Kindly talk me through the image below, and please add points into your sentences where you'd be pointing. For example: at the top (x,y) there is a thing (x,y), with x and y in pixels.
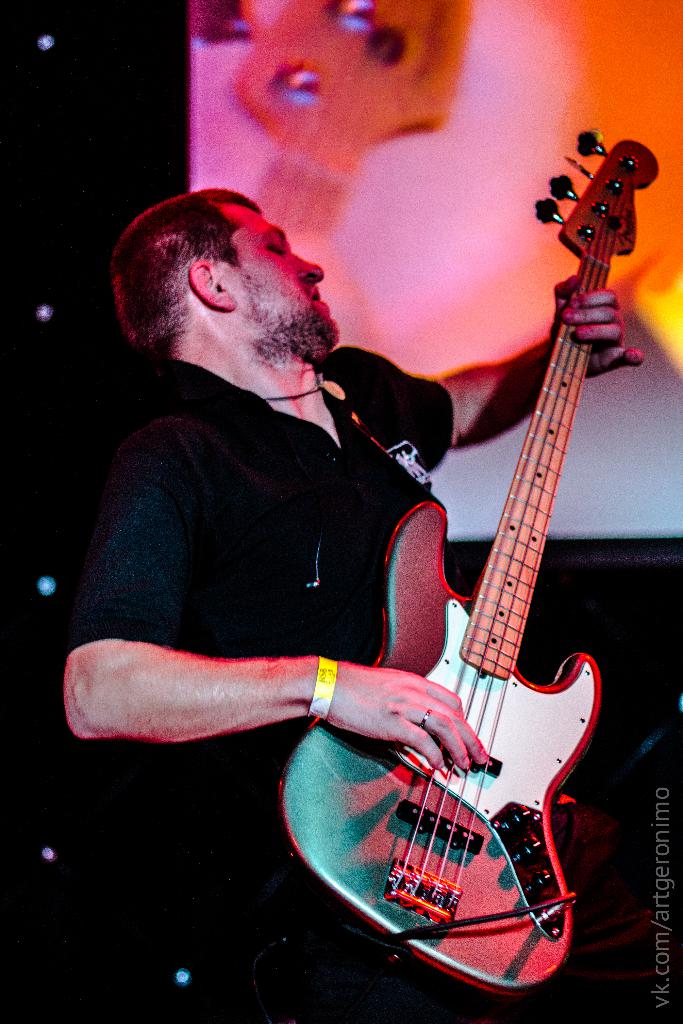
In the center of the image (354,437) there is a man (379,704) playing a guitar (493,719). He is wearing a black shirt (261,528). In the background (304,240) there is a board (296,118).
